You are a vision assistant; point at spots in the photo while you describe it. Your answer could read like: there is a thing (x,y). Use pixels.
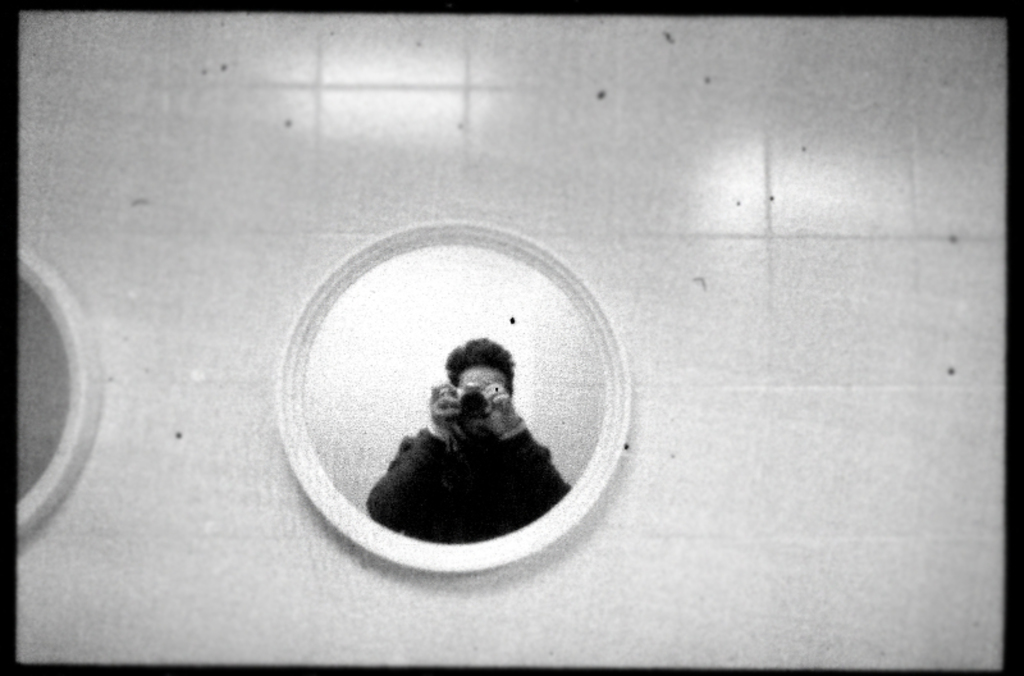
As we can see in the image there are white color tiles (257,338) and mirrors (366,431). In mirror (366,431) there is reflection (460,481) of a man (463,484) wearing black color jacket (480,476) and holding camera (478,412).
